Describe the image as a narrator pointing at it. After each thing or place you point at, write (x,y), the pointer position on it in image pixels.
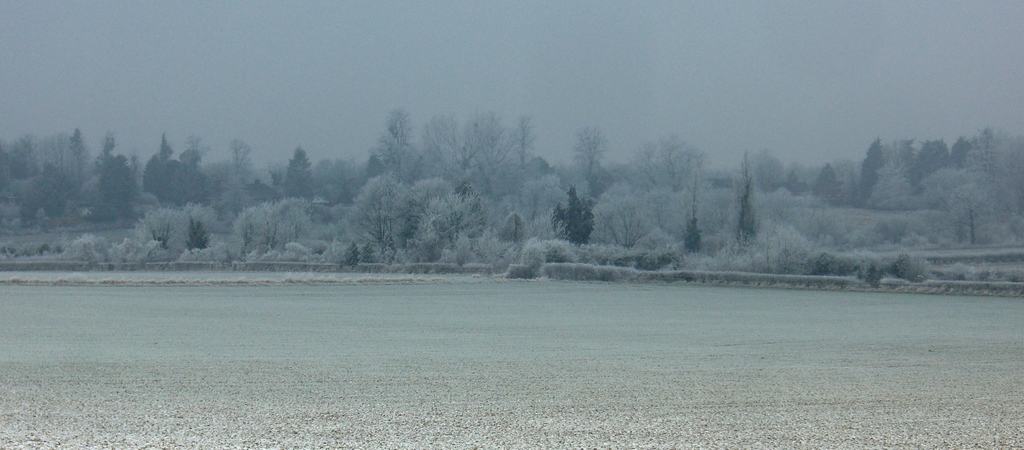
In this image we can see the field (104,383) and trees (28,225) covered with snow (16,360). In the background (720,164), we can see the sky (343,148).
